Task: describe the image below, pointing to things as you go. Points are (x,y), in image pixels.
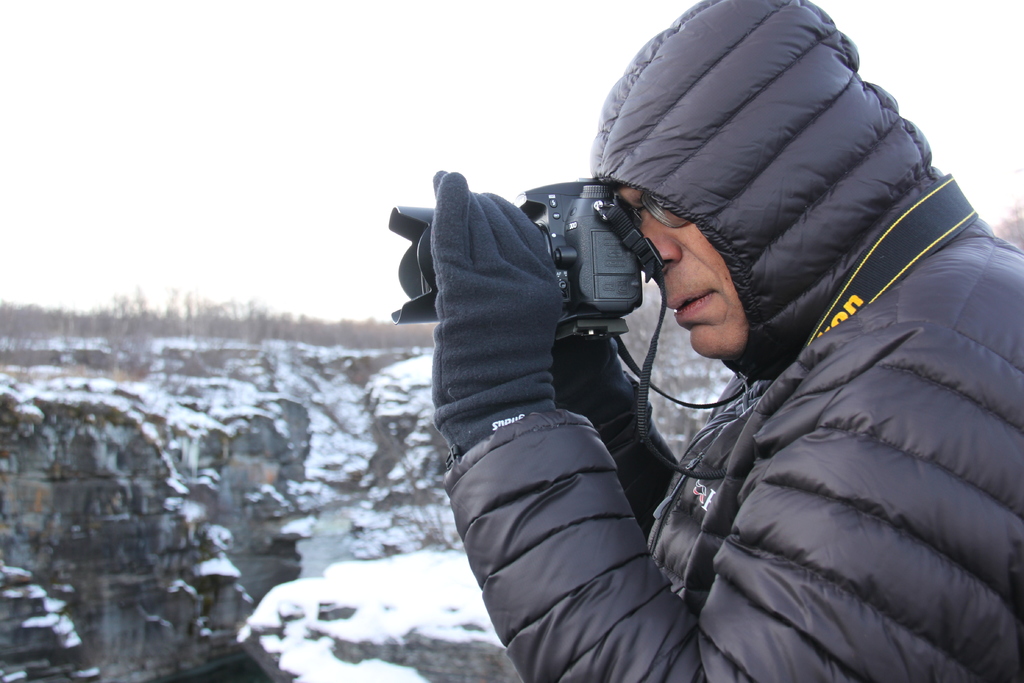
In this image I can see a person (851,371) wearing a black color jacket (624,509) and taking picture with camera (606,256) in the background (520,127) I can see the sky (148,127) and the hill (118,354).
